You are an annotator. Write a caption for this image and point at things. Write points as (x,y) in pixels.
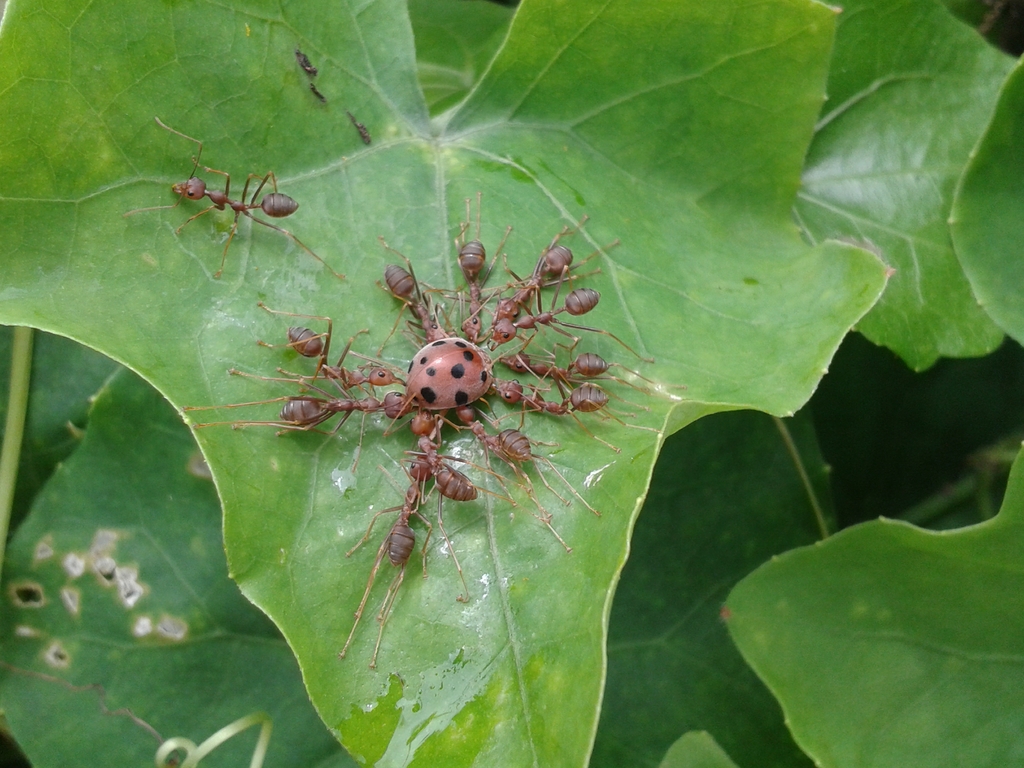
In the picture we can see some leaves (279,589) and on one leaf (81,296) we can see a bug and some black dots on it and some ants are around it which are brown in color.
